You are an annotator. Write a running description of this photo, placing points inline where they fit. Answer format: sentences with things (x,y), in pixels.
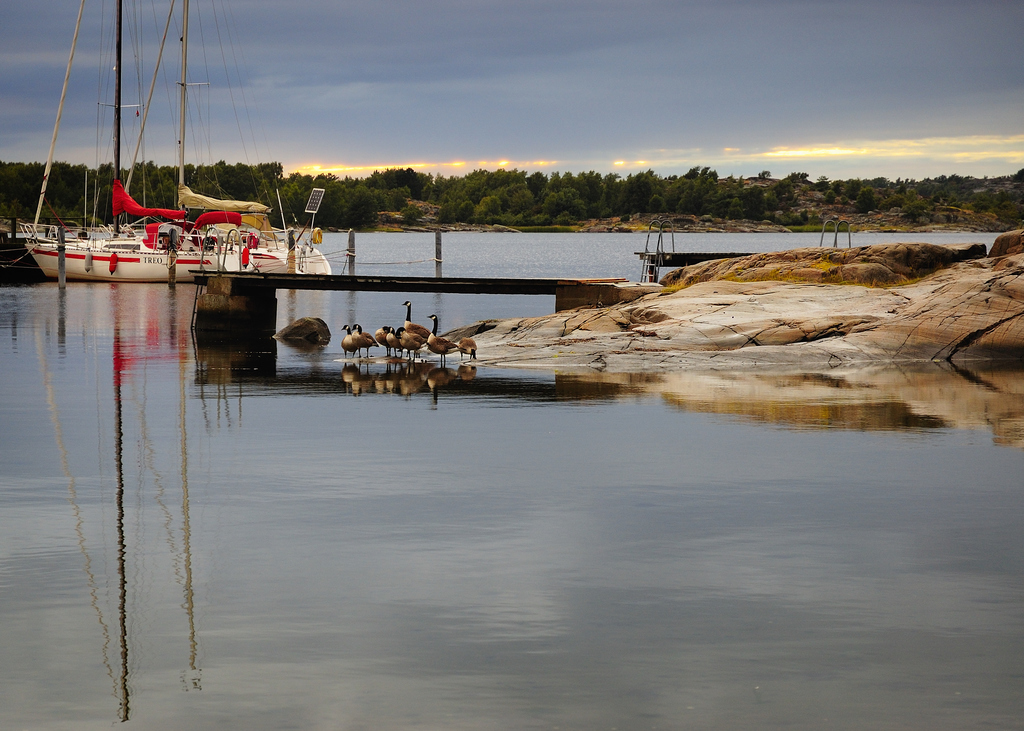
In this image I can see the water (454,599), few birds (435,342) which are brown and black in color are standing on the surface of the water (446,319), a bridge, few poles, a rocky surface (958,321) and a boat (194,252) which is white and red in color on the surface of the water (392,306). In the background (129,151) I can see few trees (354,195) and the sky (495,105).
